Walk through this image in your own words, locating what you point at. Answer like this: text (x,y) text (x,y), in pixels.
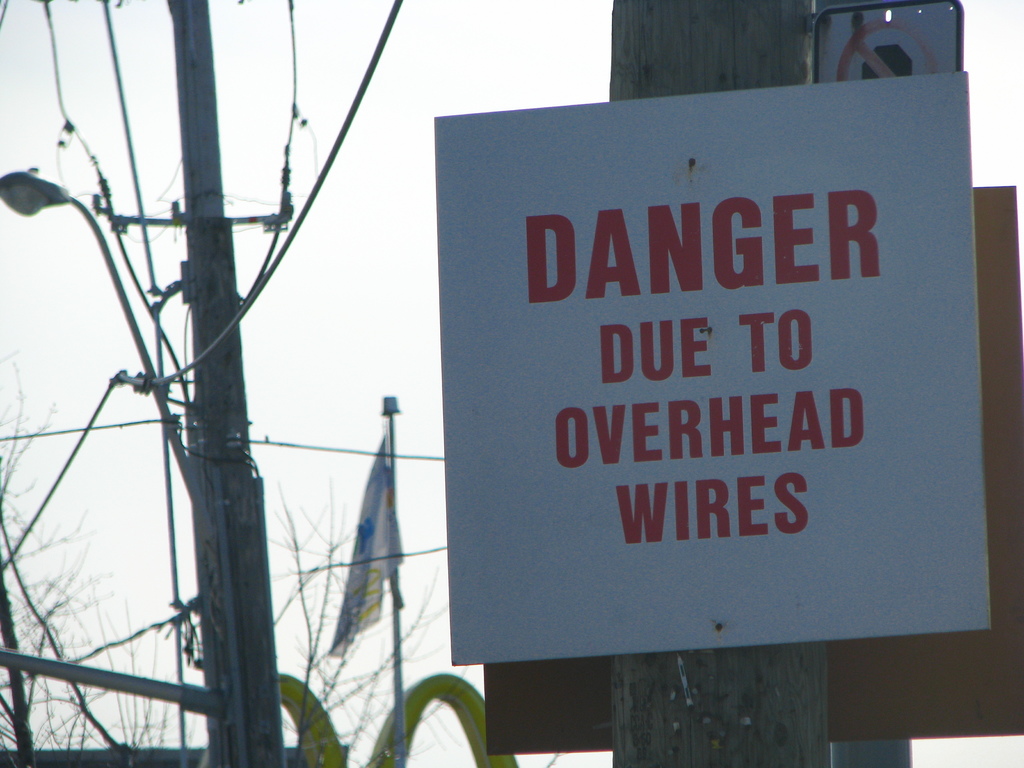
In this image we can see electrical pole (246,530), flag (362,527), trees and we can also see a board (563,418) with some text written on it.
